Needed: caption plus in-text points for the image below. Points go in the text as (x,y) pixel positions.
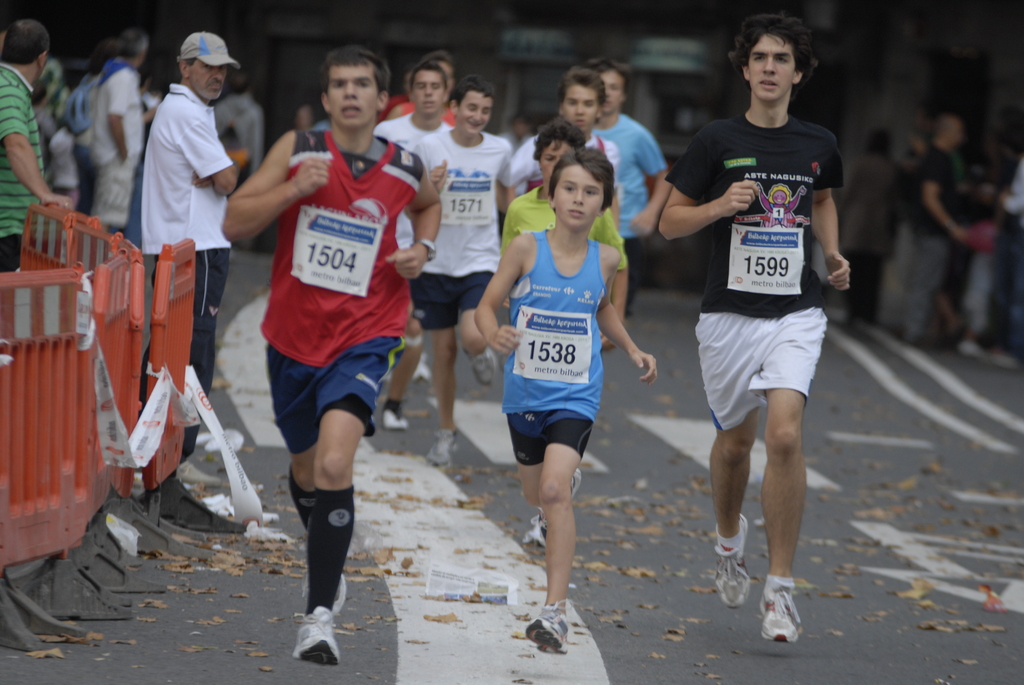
In this picture we can observe some people (407,234) running on this road (523,605). In the left side (114,406) there is an orange color railing (49,407) and some of them were standing and watching them. There are number boards (343,266) on their T shirts (534,273).
